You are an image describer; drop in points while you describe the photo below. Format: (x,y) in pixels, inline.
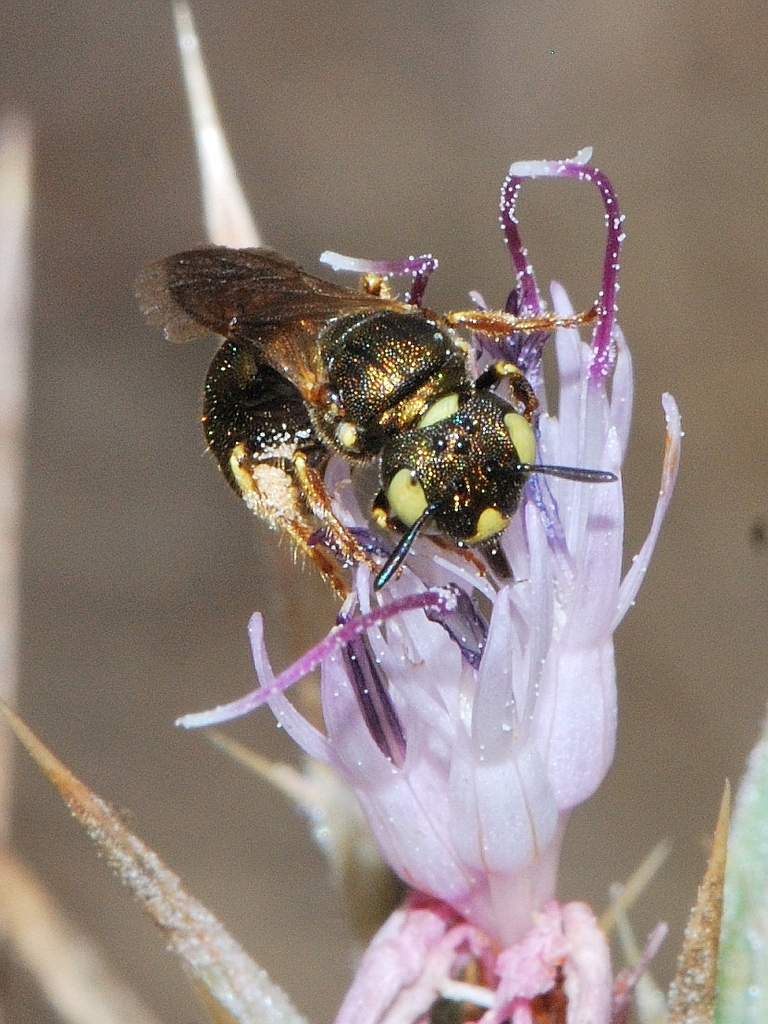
In this picture there is a brown and yellow color honey bee (434,429) sitting on the purple flower (453,771). Behind there is a blur background (173,799).
